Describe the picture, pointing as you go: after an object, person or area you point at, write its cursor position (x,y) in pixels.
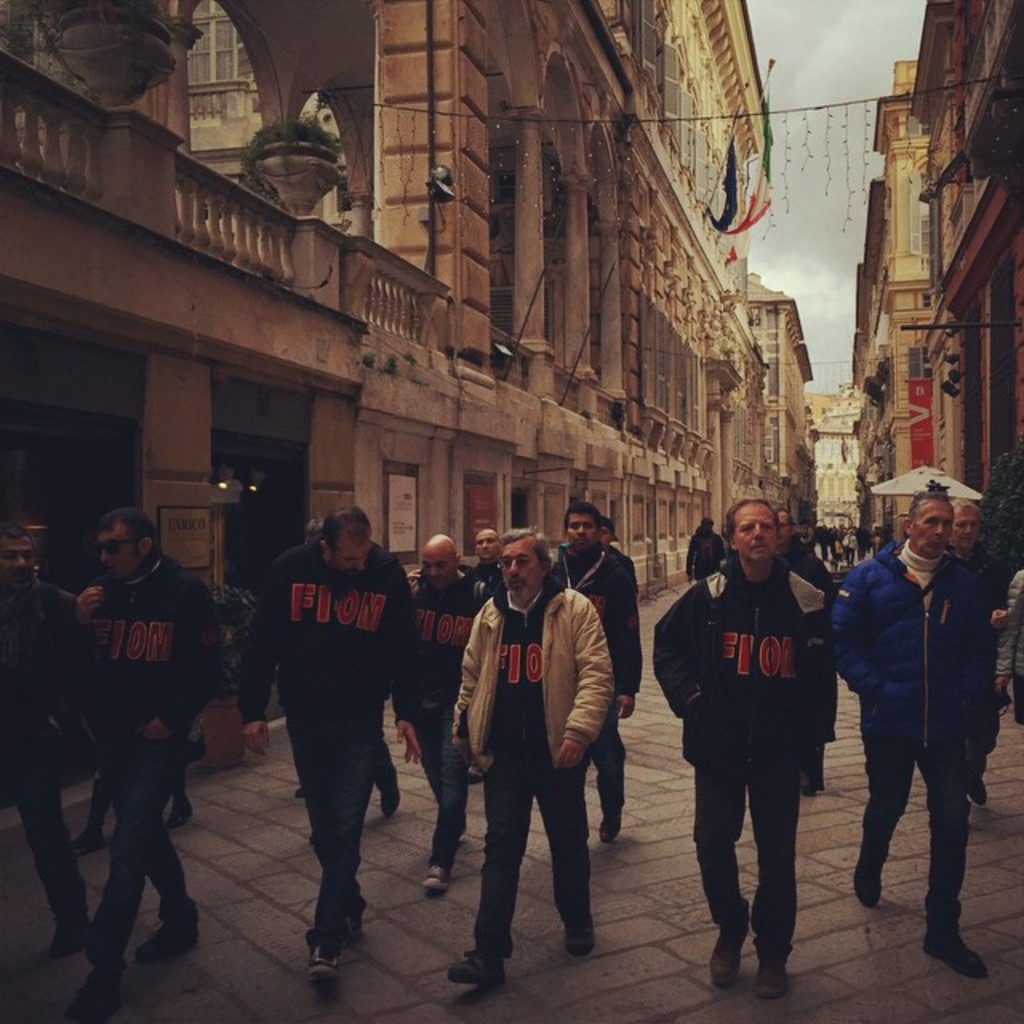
In this image we can see a group of people (397,711) walking on the path (852,815). One person (567,698) is wearing a white coat (565,641) with spectacle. To the right side of the image (903,583) we can see a person (960,628) wearing a blue coat (870,671). In the background (688,468), we can see a group of buildings (784,323), flags (726,215), plants (991,520) and the sky (842,83).
